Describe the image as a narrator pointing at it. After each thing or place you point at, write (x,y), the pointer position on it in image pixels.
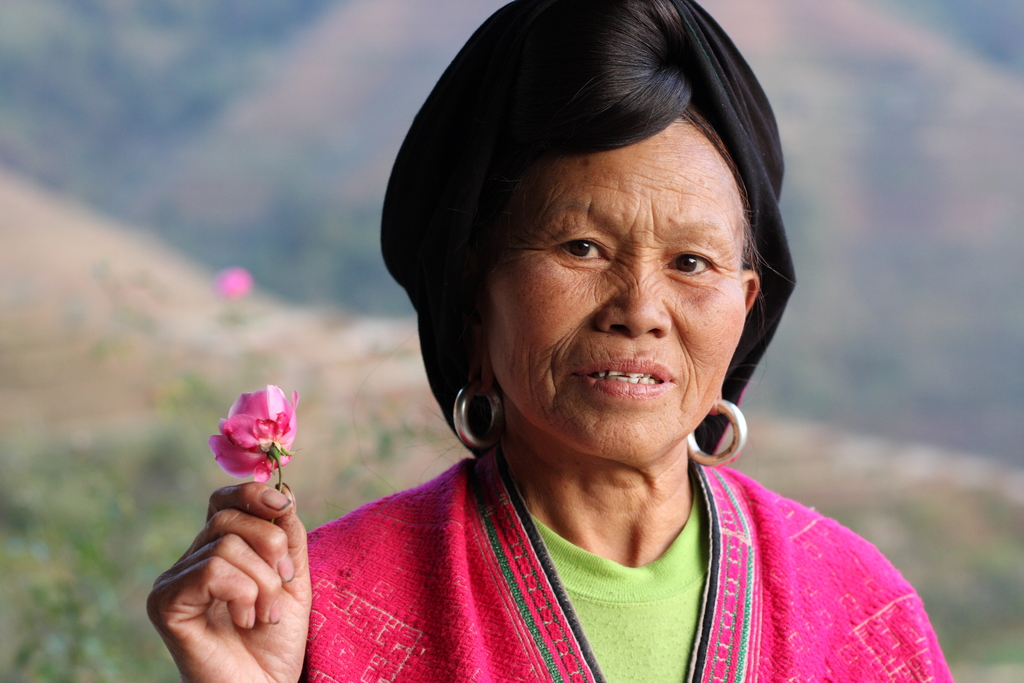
In this image we can see a woman (557,439) holding flower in the hands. In the background (397,336) there are hills (338,169).
